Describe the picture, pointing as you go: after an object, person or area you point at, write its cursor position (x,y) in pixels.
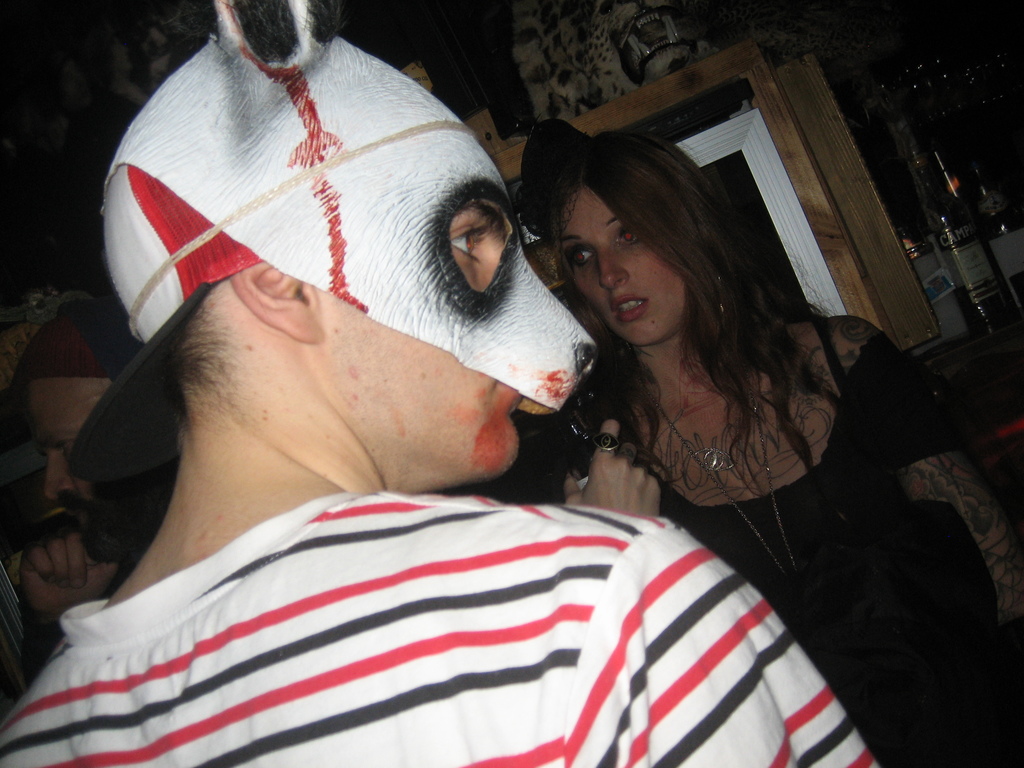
In the middle of the image (551,382) a man (454,190) is standing and wears a mask (198,129). In front of him two persons (667,496) are standing. Behind them there is a shelf (917,163), on the shelf (939,149) there are some bottles (981,306). At the top of the image (903,42) there is wall (884,4).
